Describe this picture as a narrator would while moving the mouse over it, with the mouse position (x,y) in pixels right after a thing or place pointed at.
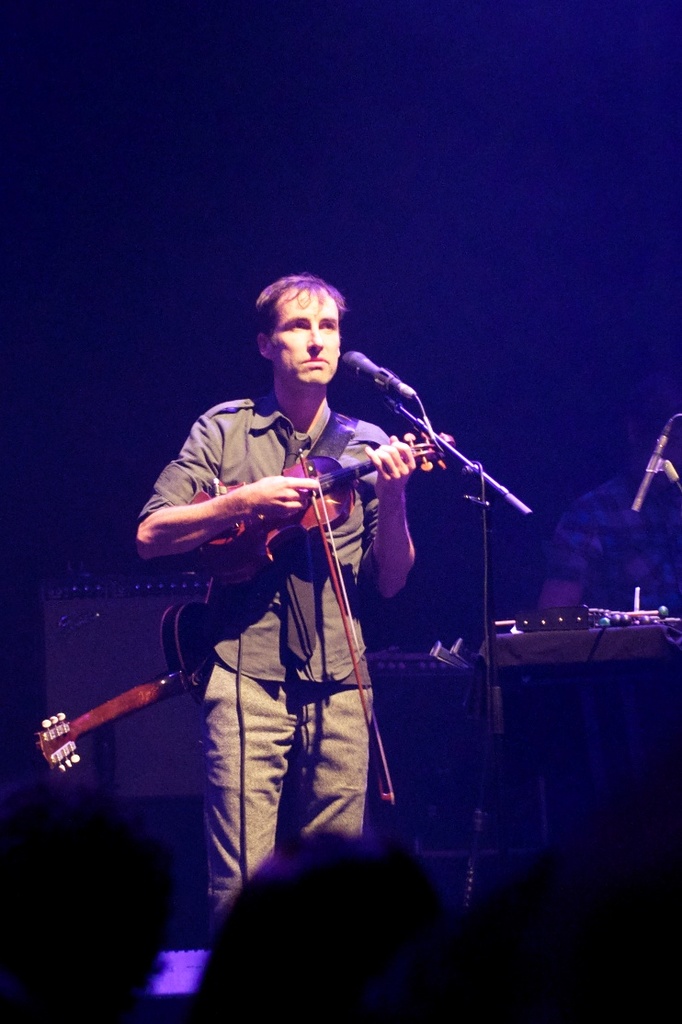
The man (297,482) is standing and is wearing a shirt (231,435). He is playing a violin (335,514). in front of him there is a mic (376,375). And at the back of him there is a guitar (193,629). Beside him there is a keyboard (597,611) a person (613,571) is playing it.
